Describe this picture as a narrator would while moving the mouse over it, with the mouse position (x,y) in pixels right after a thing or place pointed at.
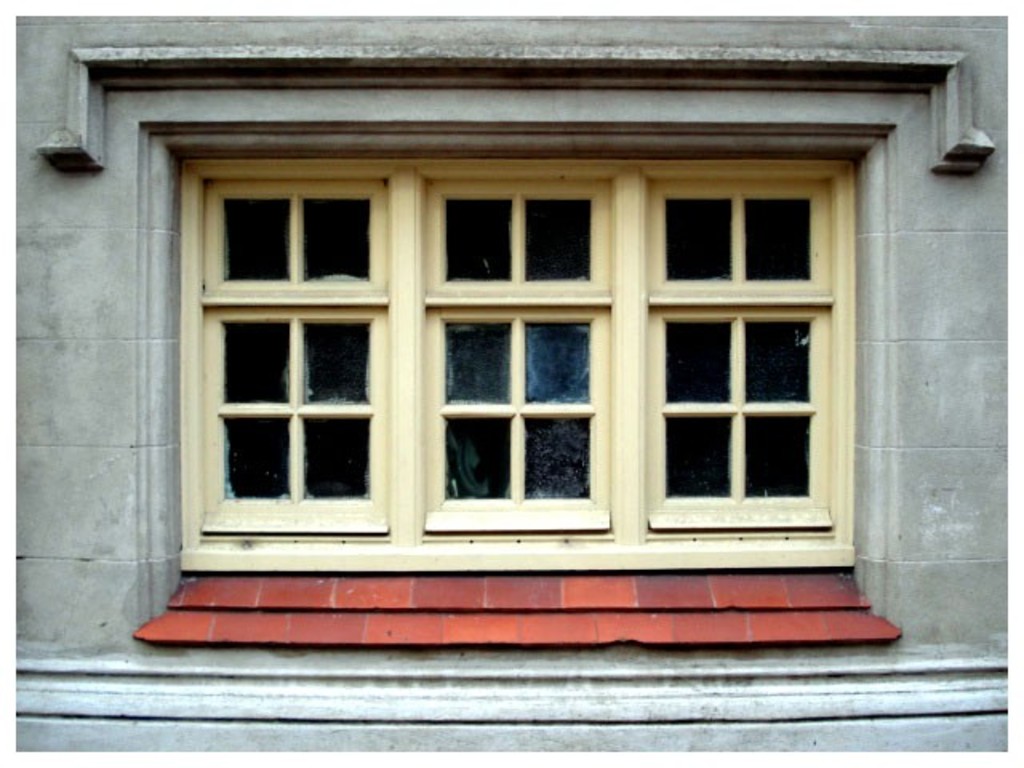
In the center of the picture (528,327) there are windows (507,345). At the bottom (88,679) and at the top (475,54) it is wall (633,116).
